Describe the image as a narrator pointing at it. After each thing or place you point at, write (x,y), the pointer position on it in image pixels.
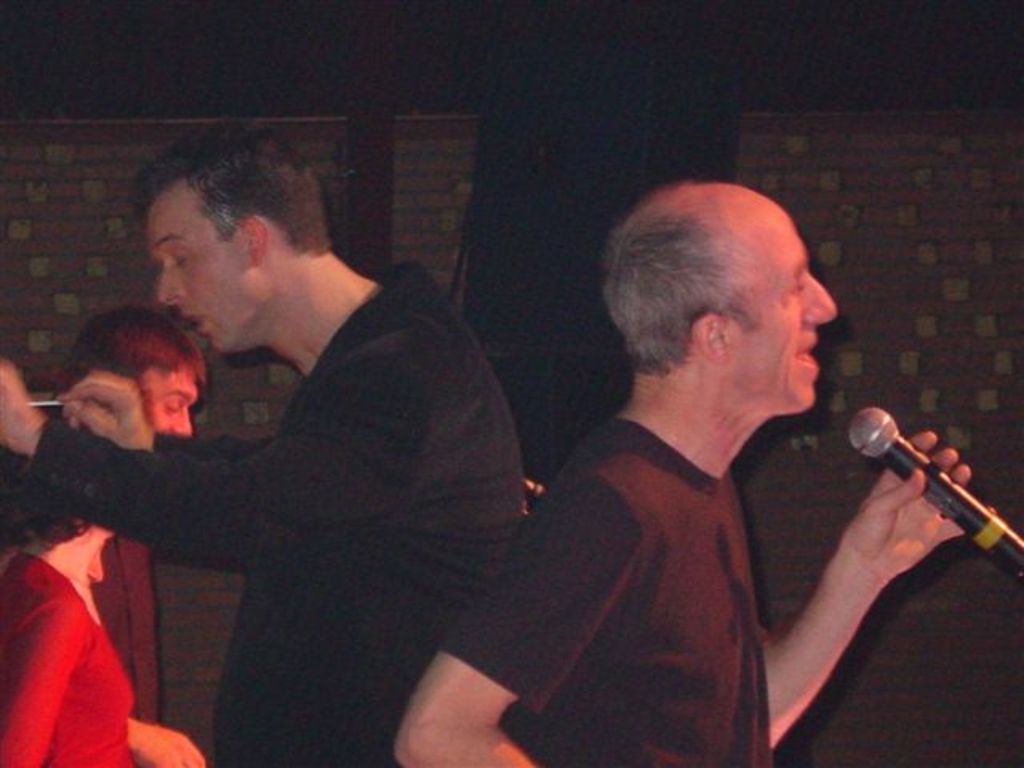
In this image there is a man (549,564) on the right side (745,569) who is holding the mic (933,478). Behind him there is another person (356,431). In the background (897,175) there is a wall (913,177) on which there is some design (948,295). In the middle (500,264) there is a black color cloth (542,199). There are two other persons (53,557) on the left side (72,564).
